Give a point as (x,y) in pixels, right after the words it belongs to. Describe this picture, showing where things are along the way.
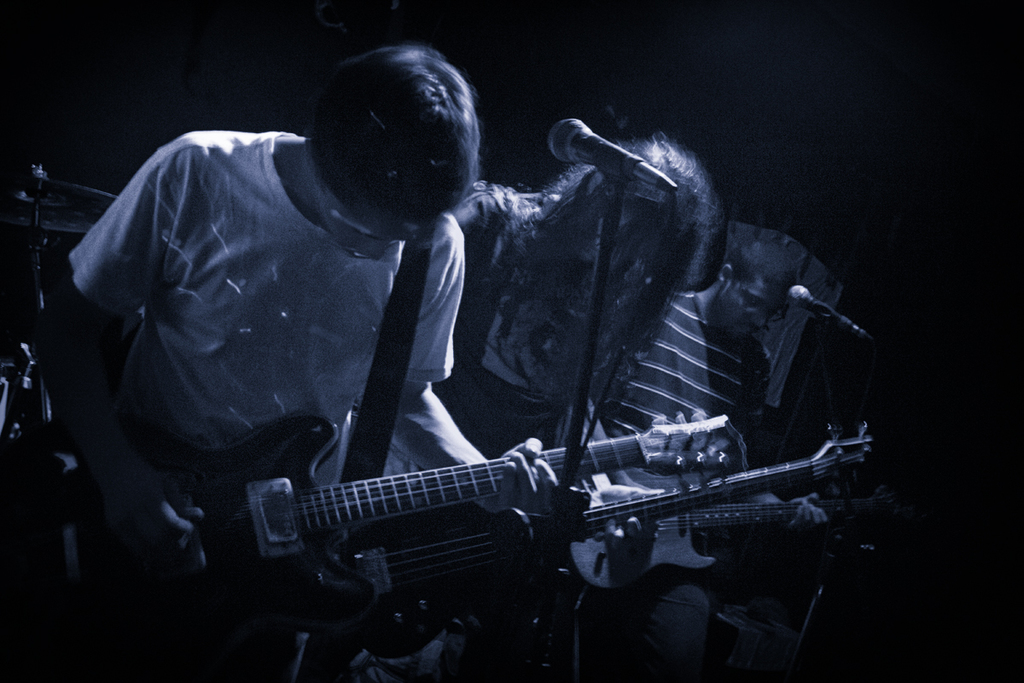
In this picture I can see three persons (493,403) holding guitars (632,446), there are mikes (796,288) with the mikes stands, there is a cymbal (50,207) to the cymbal stand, and there is dark background (509,58).
